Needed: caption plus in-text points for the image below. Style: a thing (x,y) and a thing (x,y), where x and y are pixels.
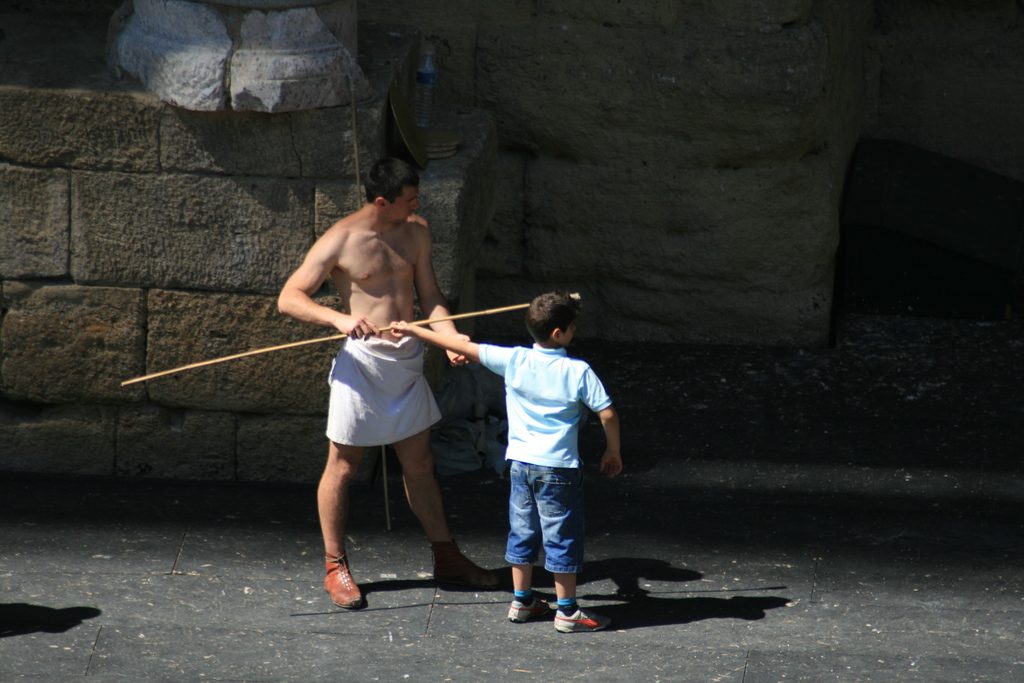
In this image in the center (391,319) there are persons (445,329) standing. In the background (273,159) there is a wall (544,137) and there is a man (380,369) standing and holding a stick (341,337) in his hand (359,322).
